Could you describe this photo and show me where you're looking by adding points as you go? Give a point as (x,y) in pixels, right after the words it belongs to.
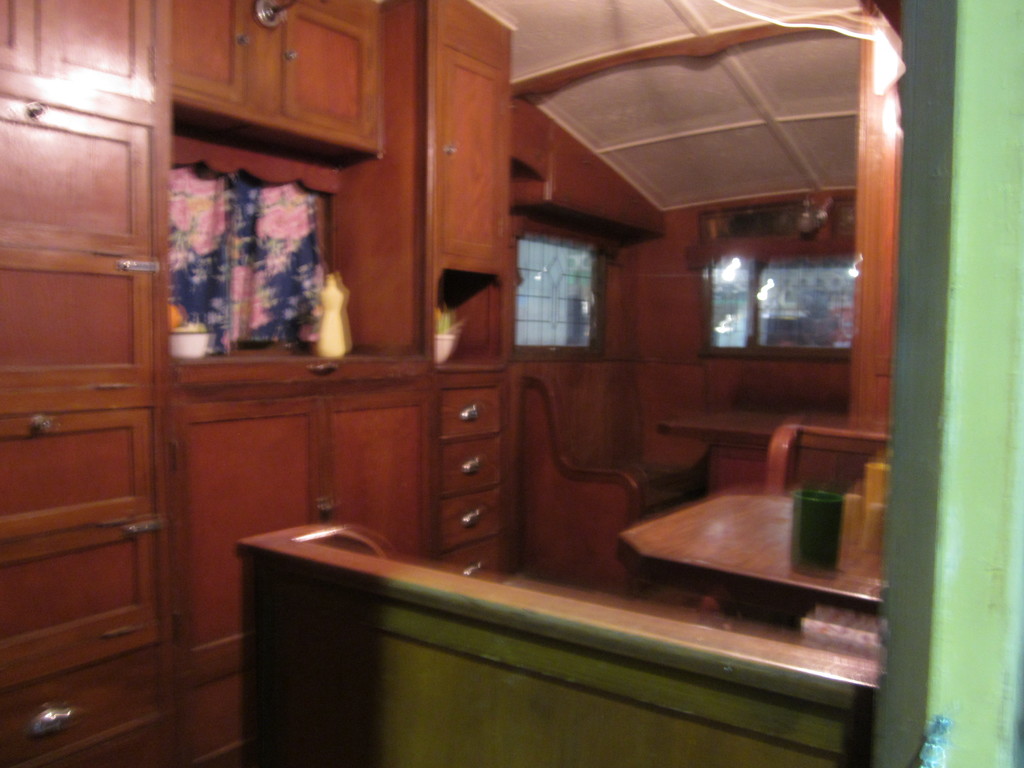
In this picture, in front (515,678) we see a bench (481,679). To the right corner of this picture (770,517), we see a table (736,558) on which we can see glasses (846,524), green color glass (808,528) and yellow glasses (874,504). To the left of this picture (131,313), we can see cupboards (79,435) which are brown in color and in cupboards (139,246) we can see cloth (215,270) or a curtain (215,270) like hanged to the hangers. There you can see yellow color bottle (331,285) and a bowl (176,341) in white color. In the middle (435,346), you can see flower pot (453,326) in the cupboard shelf (452,362). To the right of that, you can see a window (526,283) and you can even see the other table (699,418) and the other bench (623,492). On the right top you can see the window (778,317) and I think this is a room (179,616) or restaurant (156,655), you can see the white roof (646,105) of this room (760,117).
